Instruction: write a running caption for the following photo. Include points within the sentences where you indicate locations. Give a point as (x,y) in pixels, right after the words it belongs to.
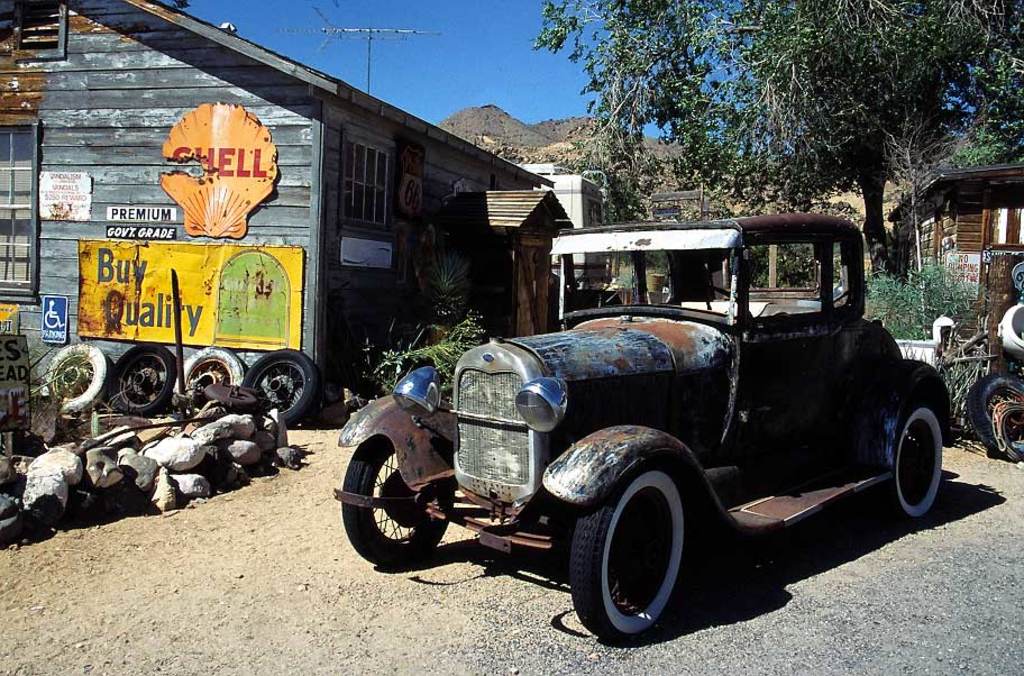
Here it is a car (679,429) which is in old condition in the right side (730,177) there are trees (772,77). In the left side (171,131) it is a wooden house (212,242).
